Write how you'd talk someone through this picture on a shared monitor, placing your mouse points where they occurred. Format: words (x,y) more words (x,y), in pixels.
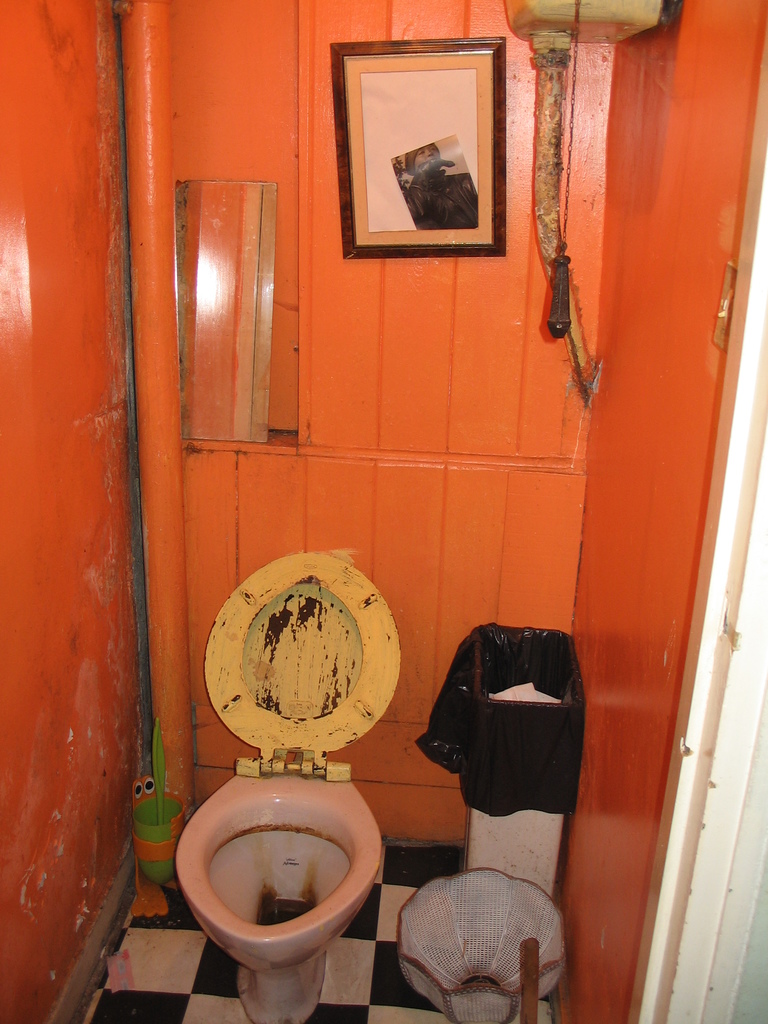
In this image there is a toilet seat (209,798), beside that there is a dustbin (553,765) and there are a few objects (438,986) on the floor (403,1022). In the background (247,388) there is a mirror (266,345), frame (396,193), flush tank (616,12) and a pipe (556,76) are hanging on the wall (462,517).
